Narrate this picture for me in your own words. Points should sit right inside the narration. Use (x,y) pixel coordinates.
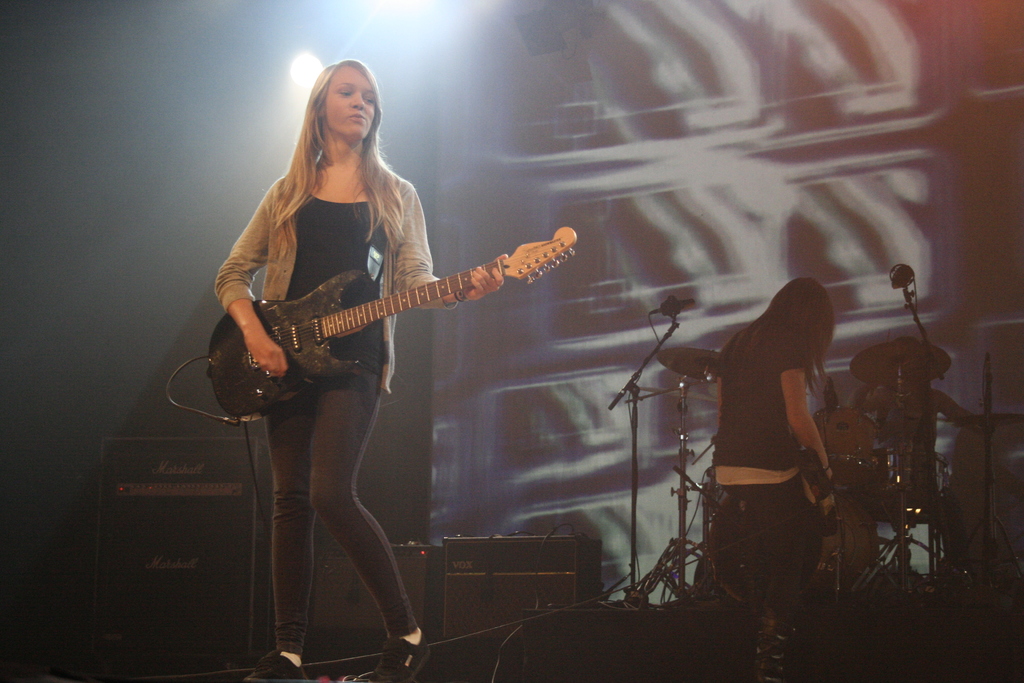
This picture shows a woman (323,385) standing and playing a guitar (413,307) and we see other woman (801,469) standing and holding something in her hand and we see drums (891,358) and couple of microphones (906,291).
